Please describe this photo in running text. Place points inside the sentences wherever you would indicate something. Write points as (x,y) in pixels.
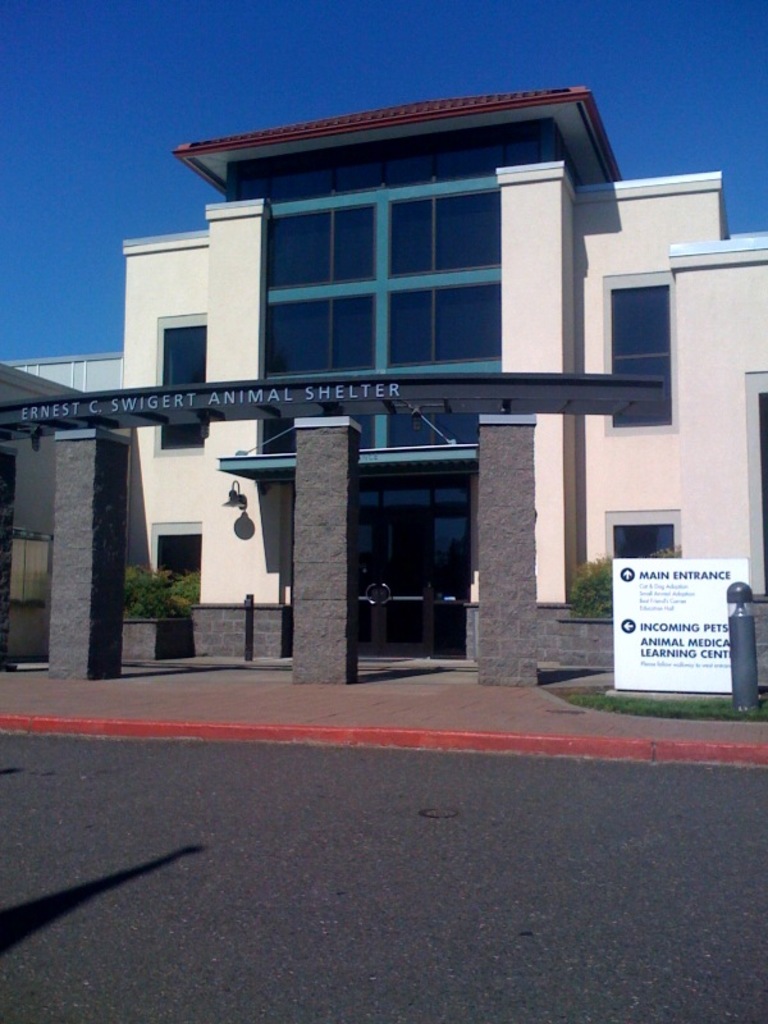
This is a building (284,376) with the glass doors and windows (169,382). I can see a name board (165,420), which is on the pillars (65,636). This is the lamp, which is attached to a building wall (207,538). I can see the bushes (176,597). This is a board (665,604). On the right side of the image (751,641), I can see a pole (749,707). I think this is the road (211,893). Here is the sky (290,70), which is blue in color.
